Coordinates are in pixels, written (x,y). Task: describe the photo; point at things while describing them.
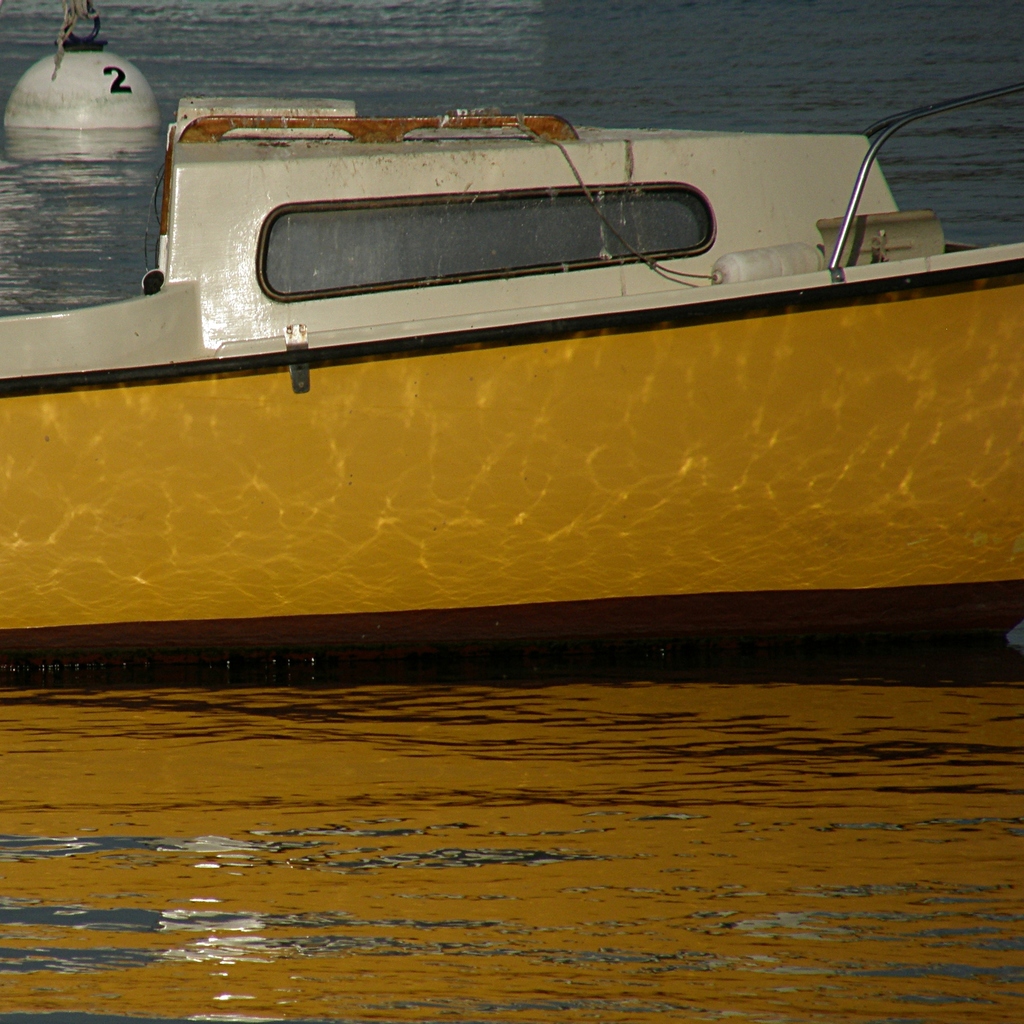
In this picture we can see boat (386,284) above the water (210,802). In the background of the image (86,62) we can see an object (78,50).
